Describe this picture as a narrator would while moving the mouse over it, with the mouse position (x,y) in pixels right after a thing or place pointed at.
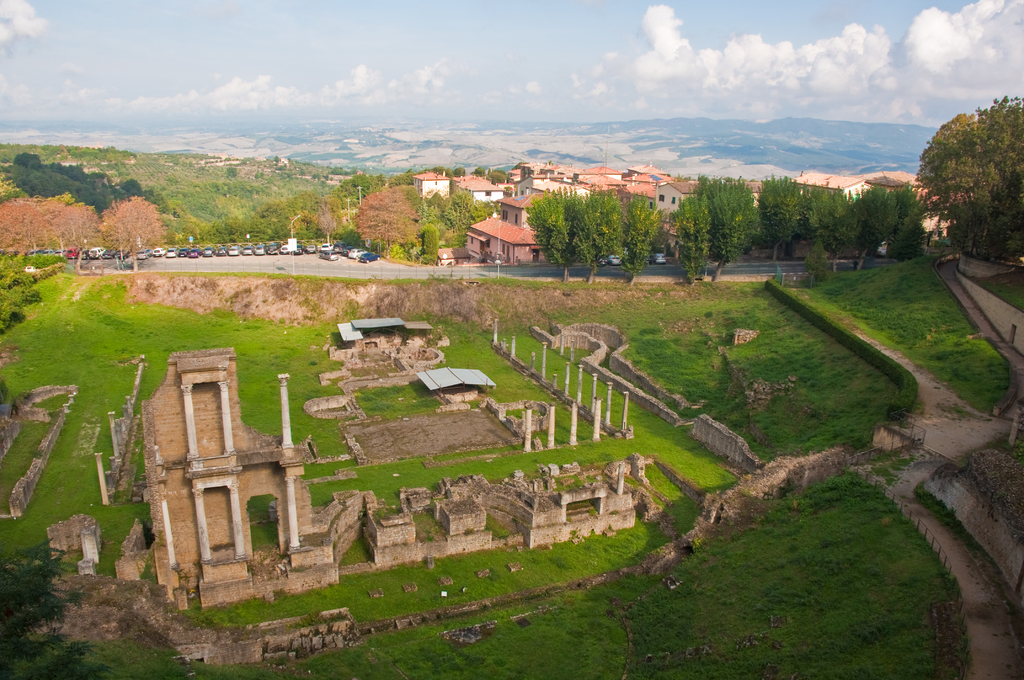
There is an architecture (86,558). Around this, there is a wall (514,595). There is grass (565,578) on the ground (87,316). On the right side (900,571), there is hill (871,617). In the background (1019,230), there are trees (216,171), vehicles (166,253) parked on the ground (322,260), buildings (543,191), mountains (846,144) and clouds (377,76) in the blue sky (219,36).
